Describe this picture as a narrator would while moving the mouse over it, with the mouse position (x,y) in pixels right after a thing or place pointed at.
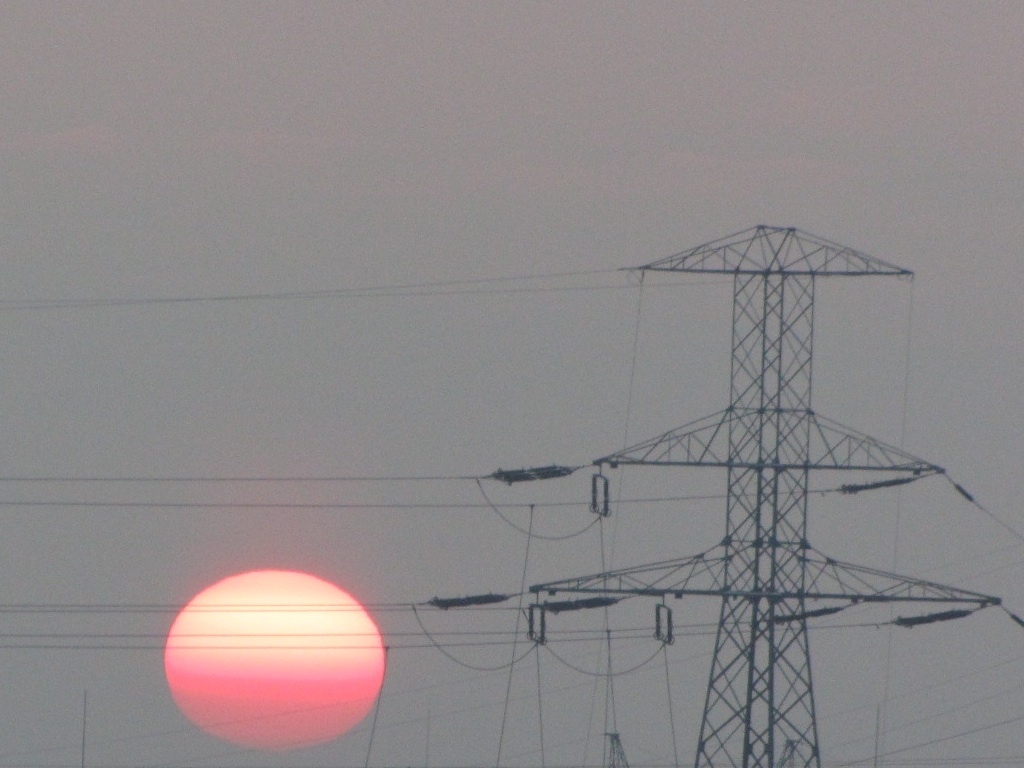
In this picture I can see there is a electric tower (764,495) and it has some cables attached to it and in the backdrop (349,568) I can see the sky (420,343) is clear and there is sun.
